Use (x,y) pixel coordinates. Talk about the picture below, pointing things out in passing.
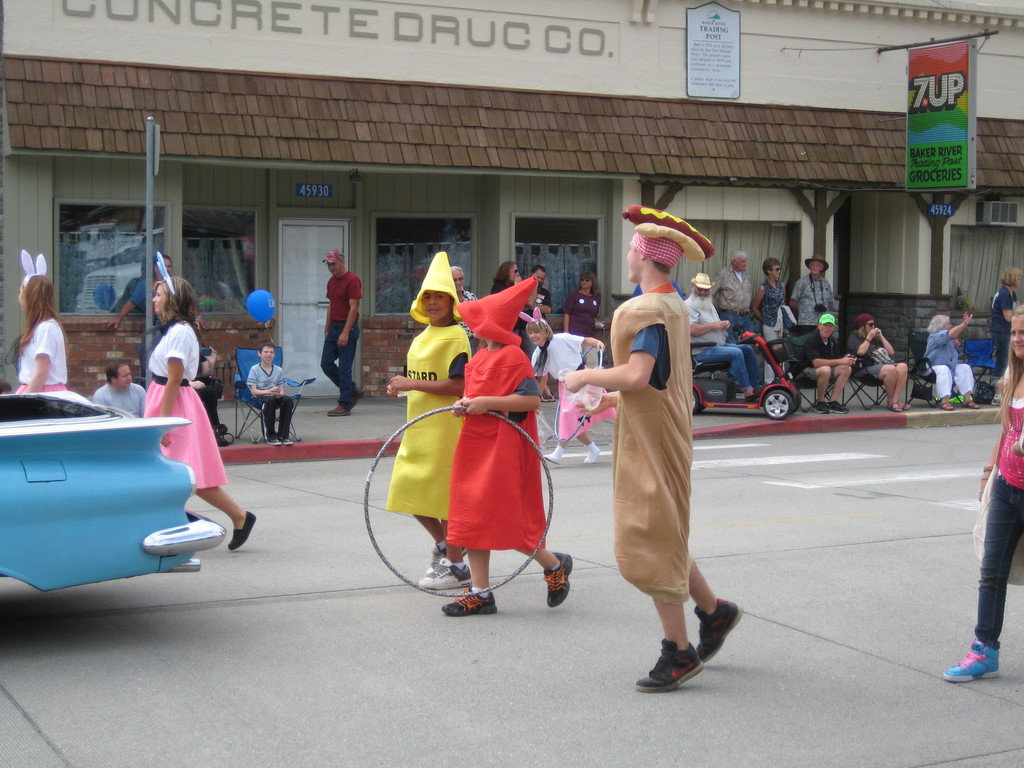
In the image we can see there are people (618,453) standing on the road (603,471) and they are wearing costumes (651,461). There is a car (5,404) parked on the road (256,602) and there are few people (714,317) sitting on the chairs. Behind there is a building (635,94) and there are hoardings (931,148).
